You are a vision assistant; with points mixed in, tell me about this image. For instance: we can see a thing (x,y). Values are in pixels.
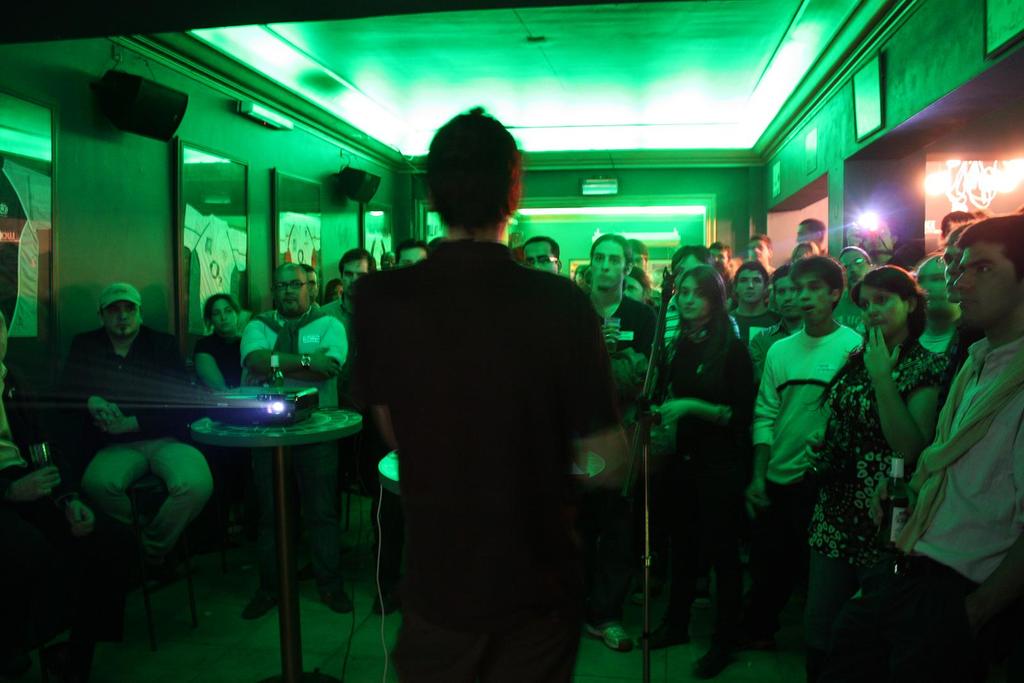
In this image we can group of people (821,494) standing on the floor (593,642). In the foreground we can see a stand (647,480), projector (279,417) placed on a stand (282,432). In the background (277,232), we can see group of photo frame (293,228), speakers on the wall (325,217) and some lights (860,223).
